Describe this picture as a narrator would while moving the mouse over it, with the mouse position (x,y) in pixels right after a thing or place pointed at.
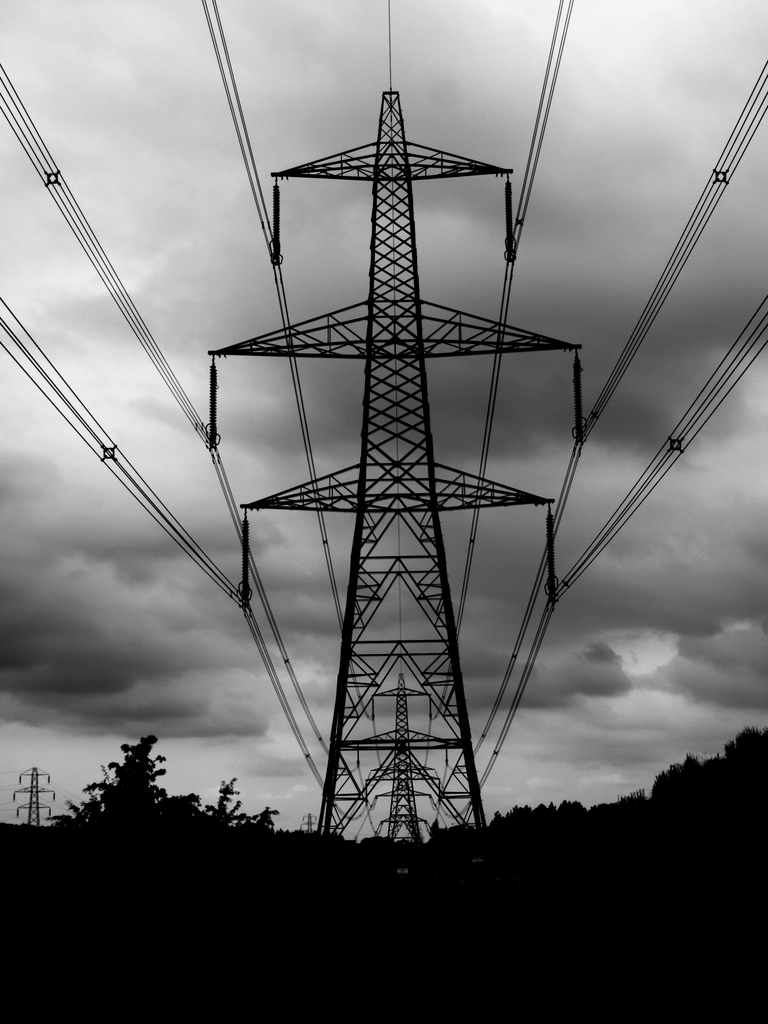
In the picture we can see plants (465,887) in the dark and in the middle (394,569) we can see an electric tower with wires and behind it, we can see a tower (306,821) and in the background (74,795) we can see the sky (173,699) with clouds (240,673).
